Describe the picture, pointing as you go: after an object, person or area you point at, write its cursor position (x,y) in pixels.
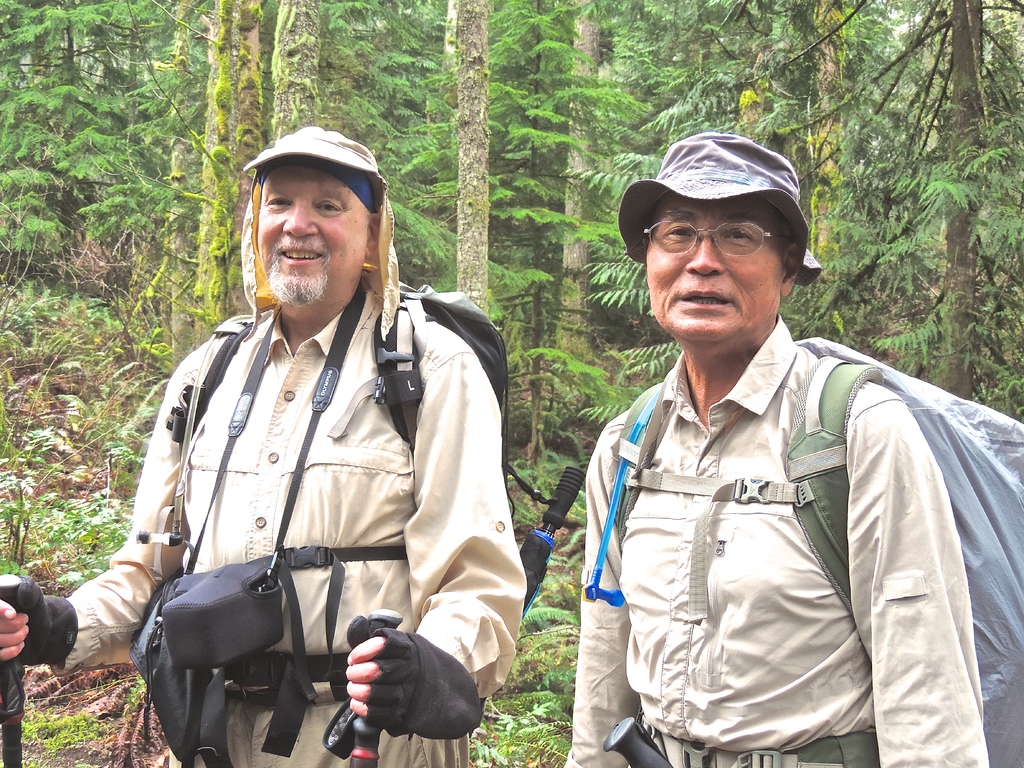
In the foreground (841,767) two persons (898,747) are standing and wearing a bag pack (906,378) and camera bag (264,637) and holding sticks (364,728) in their hand (402,698). In the background (64,144) trees (472,181) are visible. It looks as if the image is taken in the forest (566,271) during day time.
